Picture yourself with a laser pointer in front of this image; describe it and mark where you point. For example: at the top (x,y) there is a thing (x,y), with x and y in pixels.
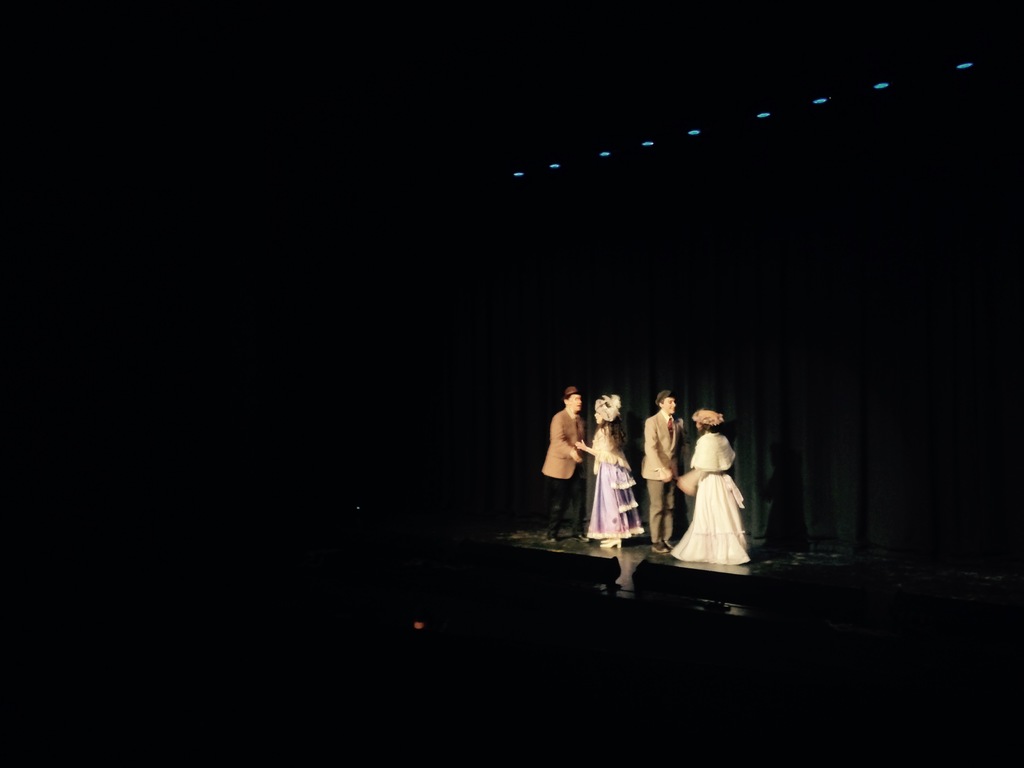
In the image there are two women (598,466) and two men (665,453) standing on the stage (675,563) with lights (764,114) above on the ceiling (744,145).
